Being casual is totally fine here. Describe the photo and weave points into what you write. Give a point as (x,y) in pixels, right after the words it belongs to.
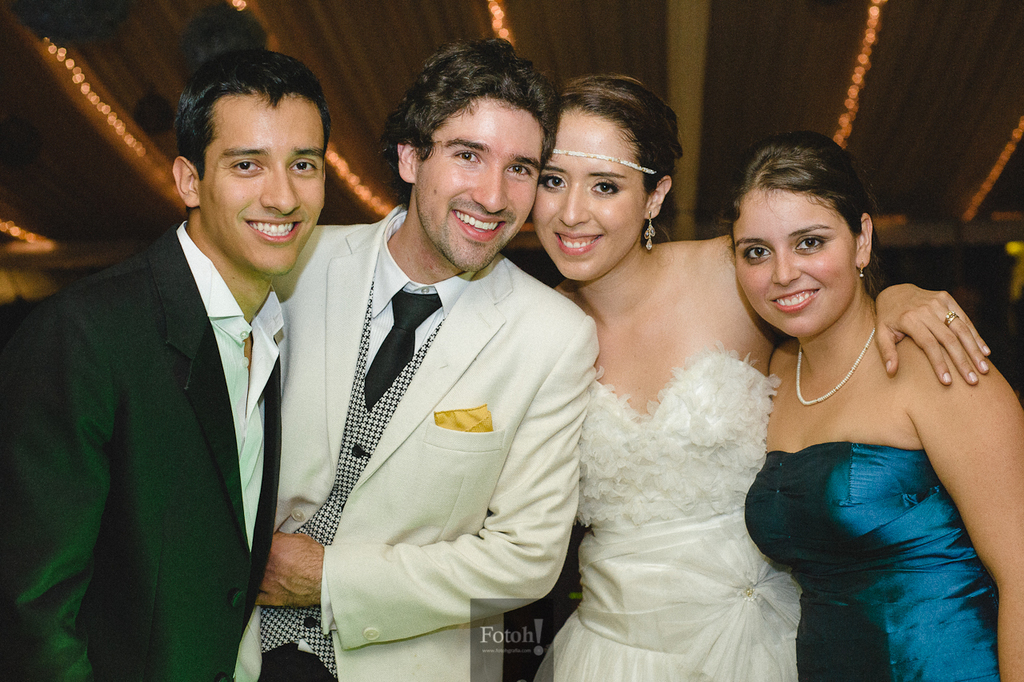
In the middle of the image (423,306) few people (635,627) are standing and smiling. Behind them there is a wall (76,214).
